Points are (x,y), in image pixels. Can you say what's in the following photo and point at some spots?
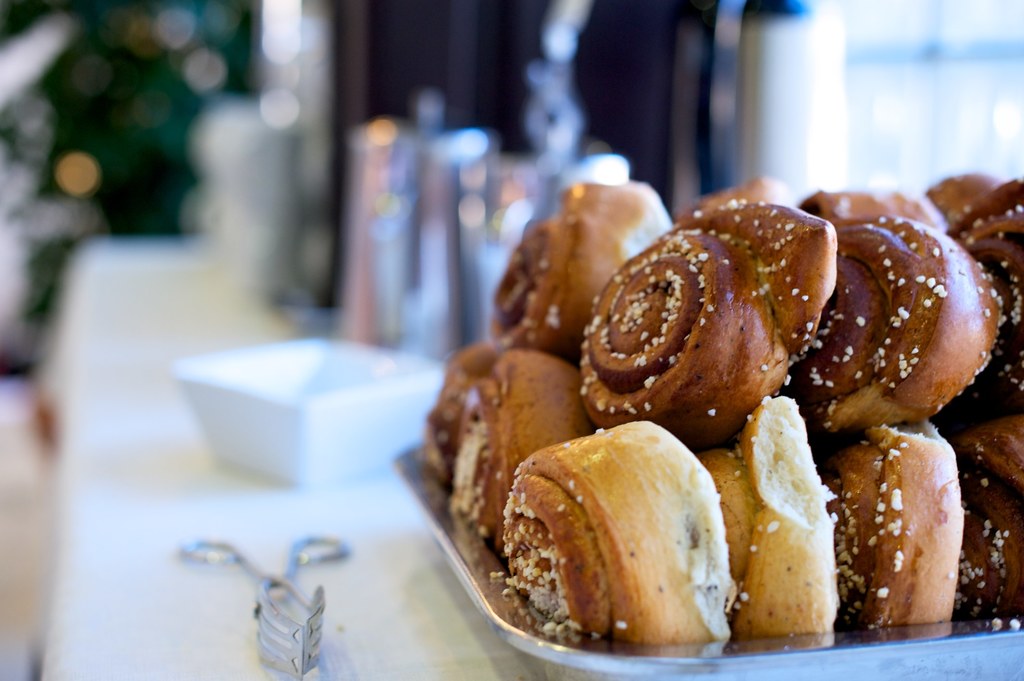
In the center of the image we can see a table (223,479). On the table (396,464) we can see a cloth (138,503), bowl (301,380), vessels (503,202), object (320,608), tray (450,541) which contains desserts (641,445). In the background (624,41), the image is blur.
